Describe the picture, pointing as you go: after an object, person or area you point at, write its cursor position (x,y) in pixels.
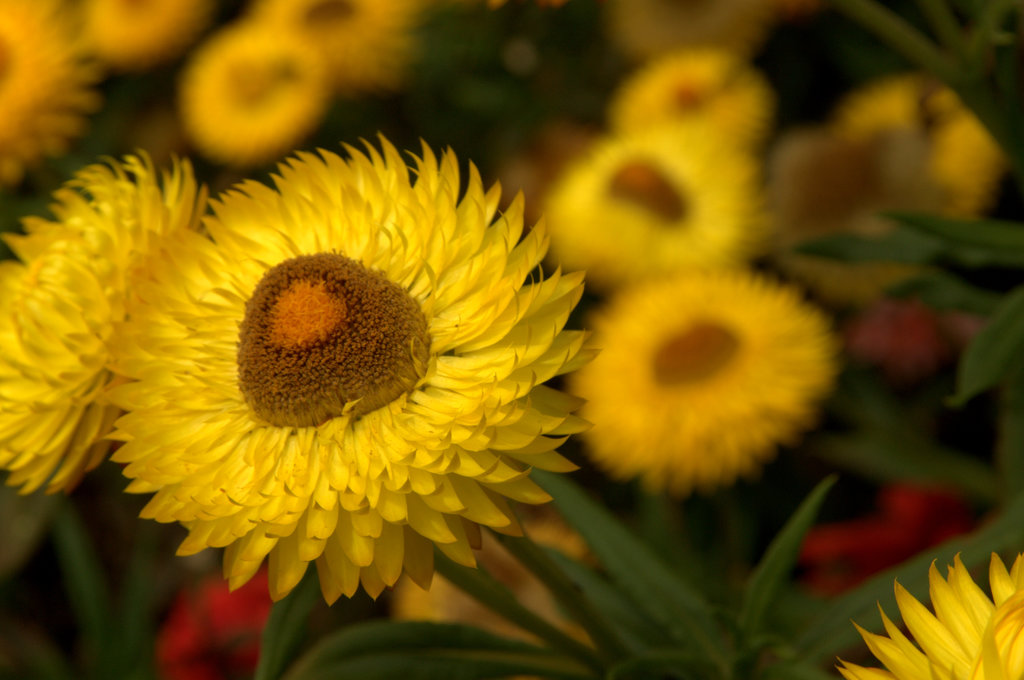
In this image I can see the flowers (466,339) to the plants (779,536). I can see these flowers (266,60) are in yellow, brown and red color. And there is a blurred background (486,67).
